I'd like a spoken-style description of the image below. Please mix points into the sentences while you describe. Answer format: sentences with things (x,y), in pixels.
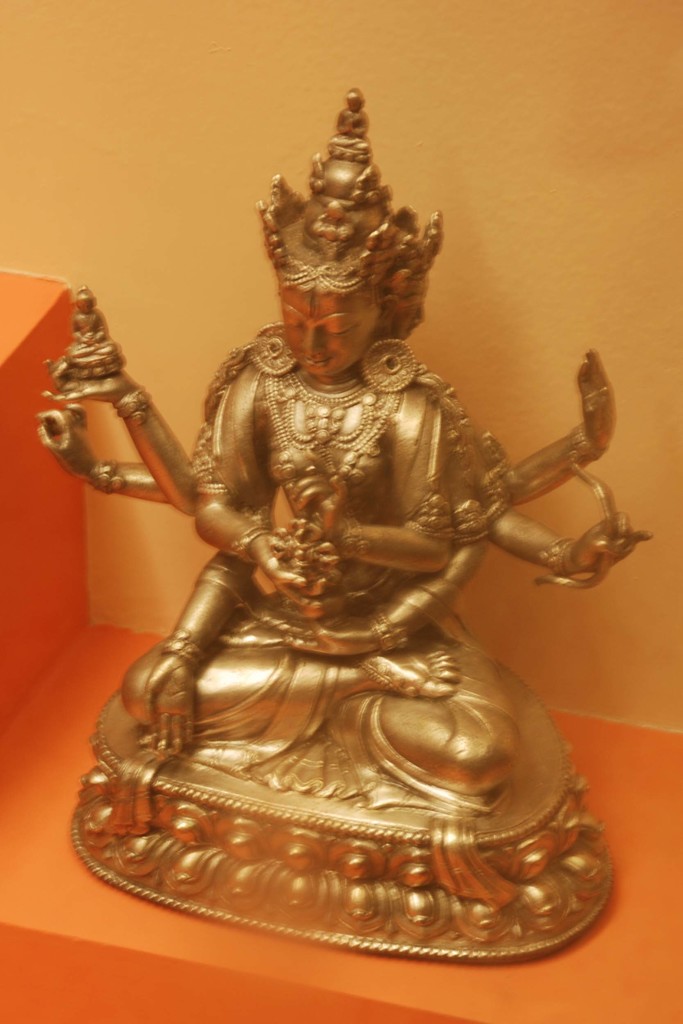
In this image I can see a golden colour mini sculpture (245,618) in the front (241,524). I can also see orange colour surface (405,967) and in the background (383,45) I can see yellow colour wall (192,340).
